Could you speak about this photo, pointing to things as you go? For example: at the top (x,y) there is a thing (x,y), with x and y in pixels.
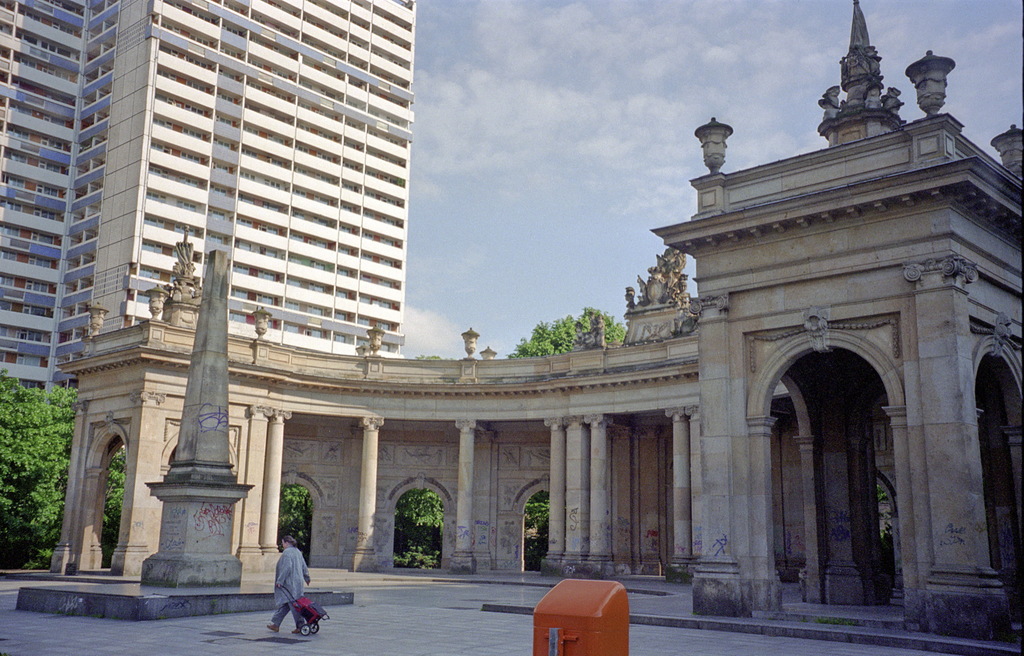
In this image I can see the person (291,576) holding the wheel bag (296,600) and the person (288,610) is wearing the ash color dress (288,610). To the side I can see an orange color object (573,608). In the background (403,469) there are many buildings (372,362), trees (58,394), clouds (587,22) and the sky (474,171).
